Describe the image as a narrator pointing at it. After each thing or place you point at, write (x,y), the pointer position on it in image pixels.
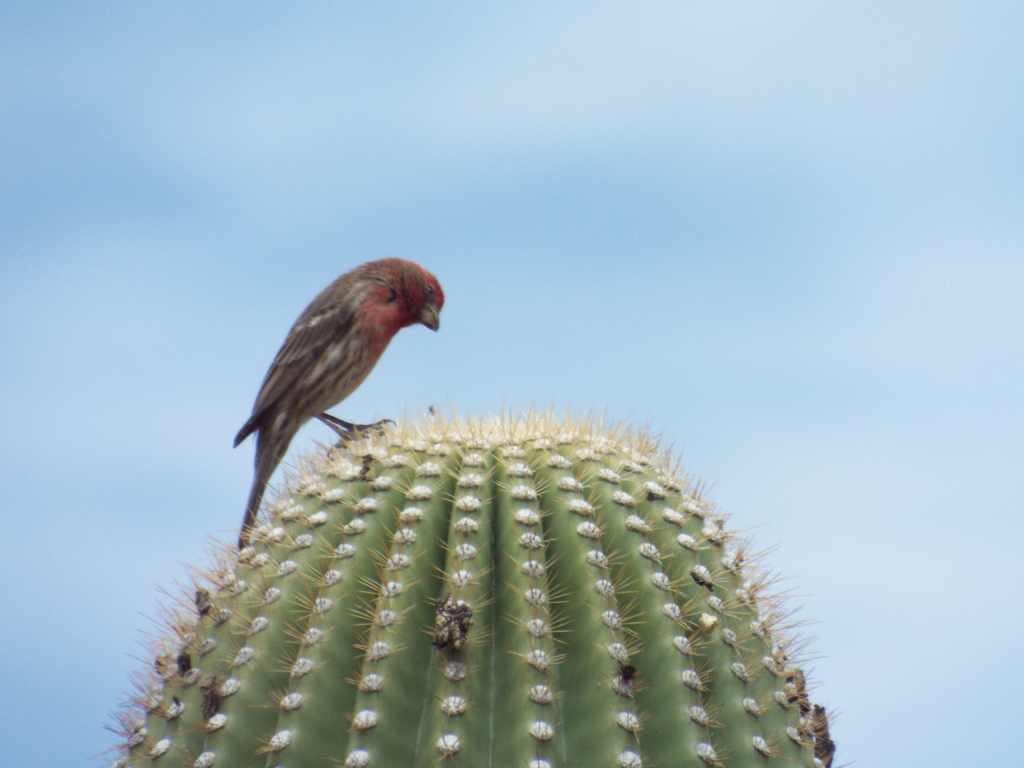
In the center of the image (506,468), we can see a bird (340,375) on a cactus (486,612).
